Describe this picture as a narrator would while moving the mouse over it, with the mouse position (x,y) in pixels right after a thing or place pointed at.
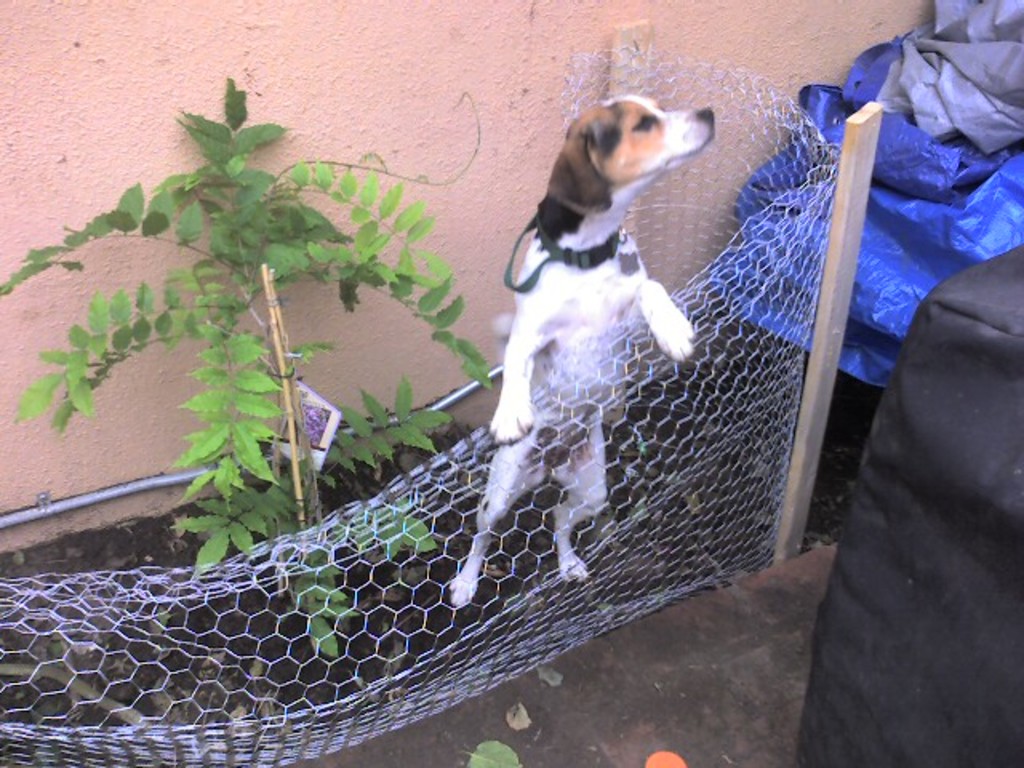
In this image I can see a dog (515,423) standing in front of the fence (700,480) and I can see a plant (193,461) visible in front of the wall (699,88) and wall (326,122) color is pink and on the right side (926,133) I can see plastic covers (928,295).
